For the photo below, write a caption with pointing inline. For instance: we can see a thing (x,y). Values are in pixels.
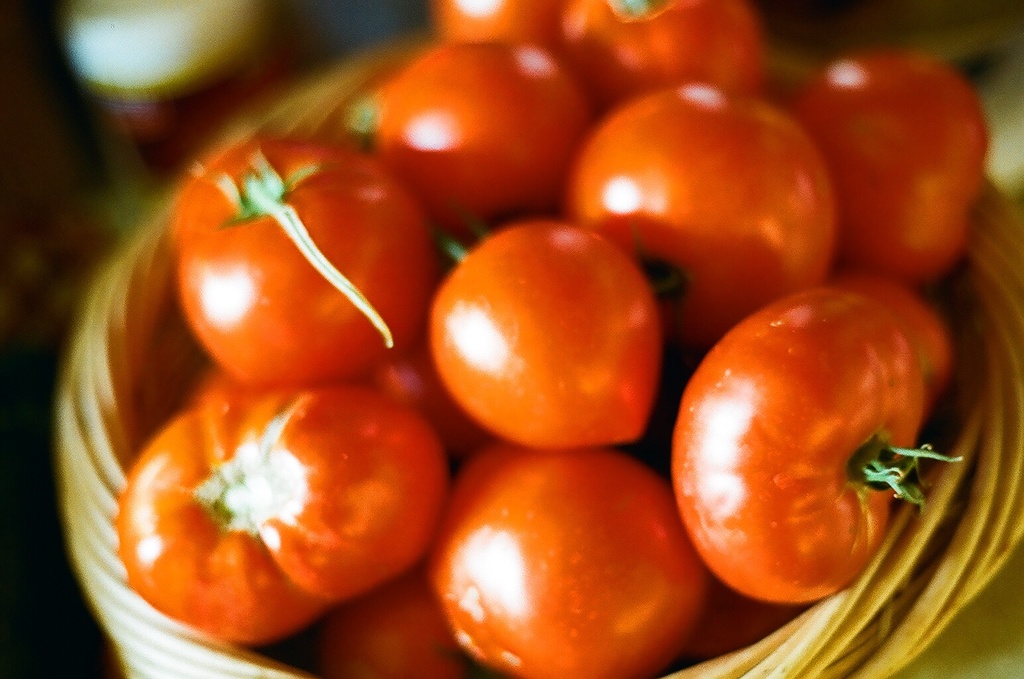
In the image there are tomatoes (320,273) in a basket (96,382).
